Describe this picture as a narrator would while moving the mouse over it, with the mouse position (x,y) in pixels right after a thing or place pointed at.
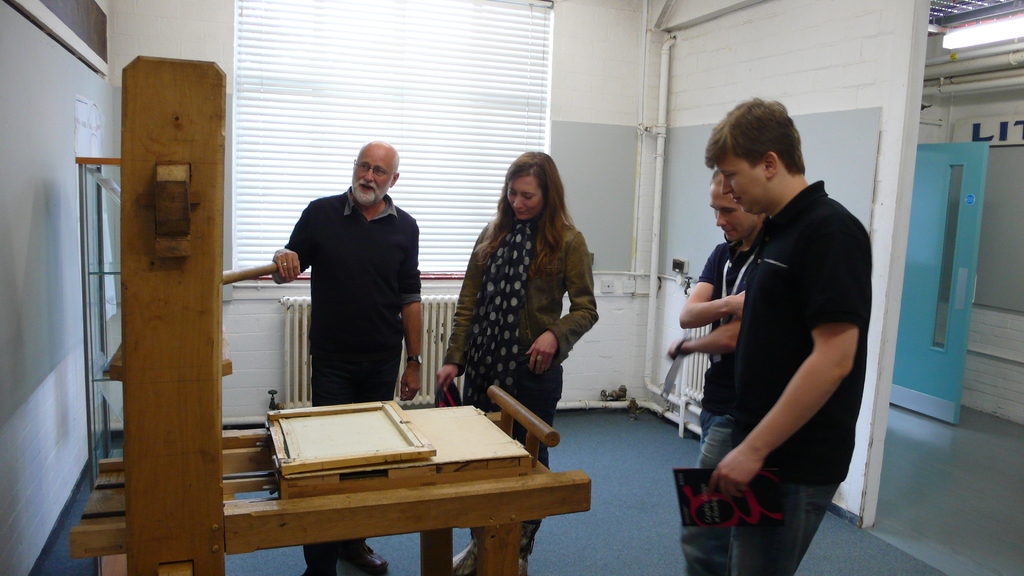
In the picture we can see four people (829,482) are standing near the printing machine table (129,339) and a man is holding it with a hand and behind them, we can see a window (414,44) and beside it, we can see an entrance (902,454) of another room (917,397) with a blue color door (897,356) and to the ceiling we can see the light (1021,31).
